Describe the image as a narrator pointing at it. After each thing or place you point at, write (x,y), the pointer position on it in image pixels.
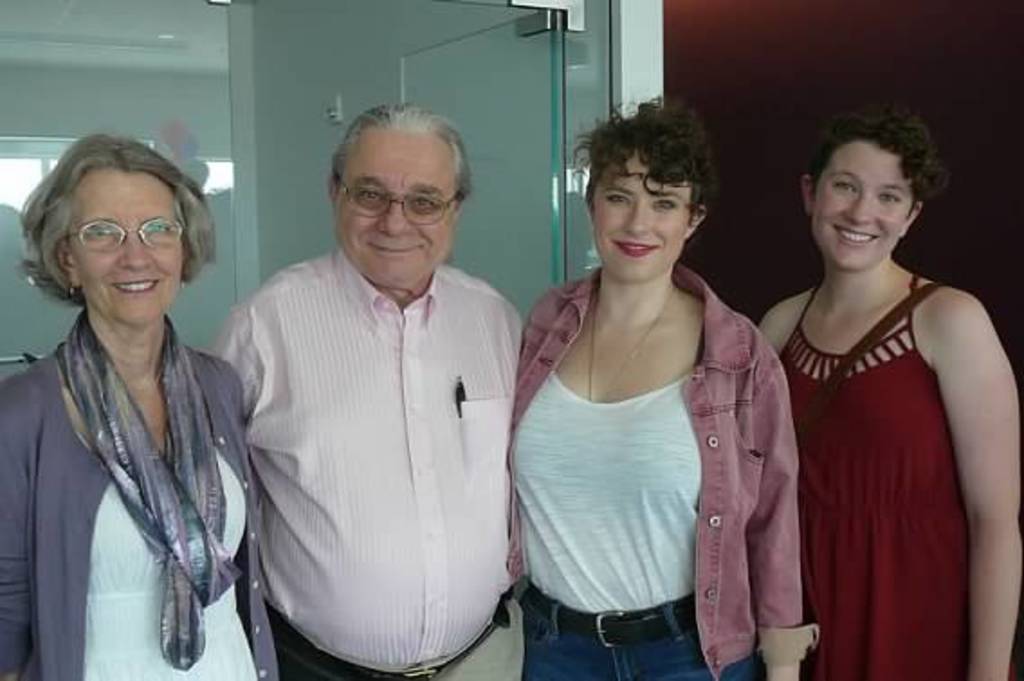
In the picture I can see a man (355,393) and three women (589,449) are standing and smiling. In the background (545,53) I can see glass wall (338,137) and some other objects (202,179).
